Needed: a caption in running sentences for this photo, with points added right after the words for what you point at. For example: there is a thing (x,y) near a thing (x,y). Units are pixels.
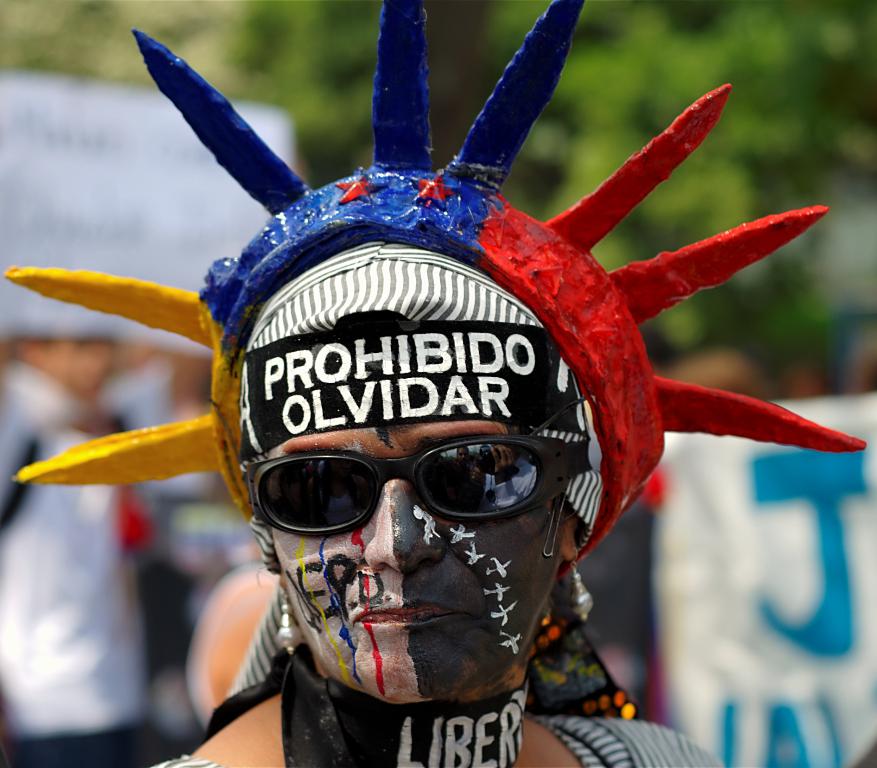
This image consists of a person (438,291) who is wearing a cap (521,333). He is wearing goggles (300,488). He has paint (361,557) on his face (395,597).
